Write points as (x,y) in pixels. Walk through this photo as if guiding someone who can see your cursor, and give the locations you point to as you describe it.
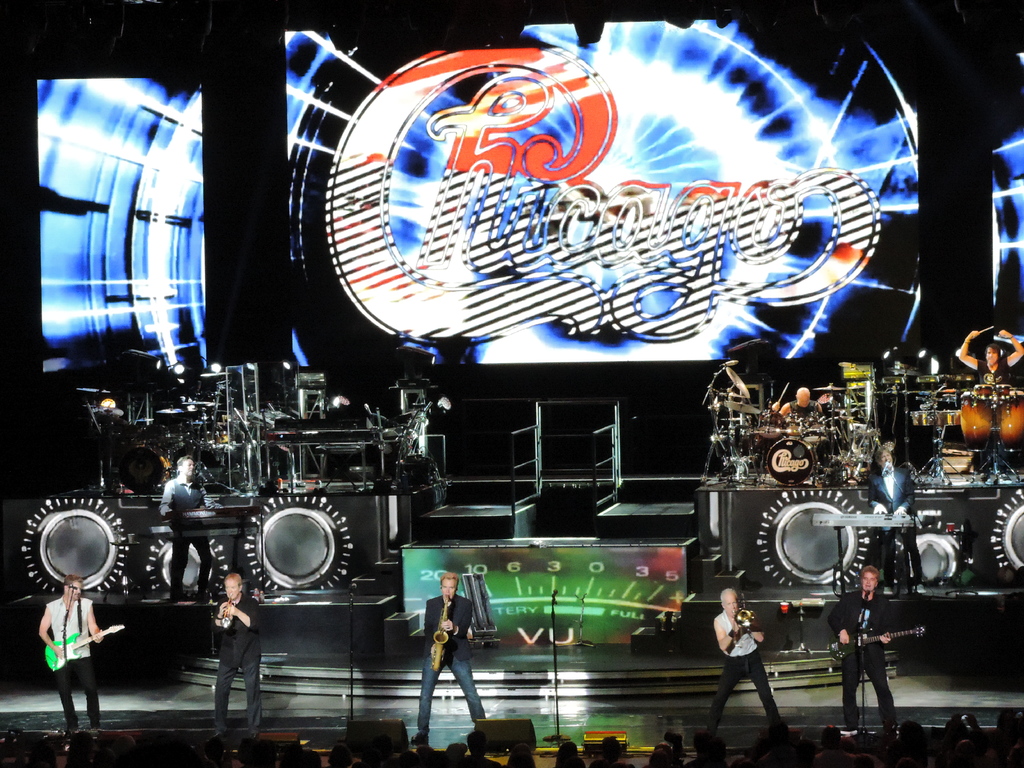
In this image I can see five person (867,651) standing and playing the musical instruments (873,639). There is a mic (553,600) and stand (558,694). On the stage (403,529) there are musical instruments (307,431). There are drums (815,444). At the back side (492,270) there is a screen (488,179) and something is written on it.
